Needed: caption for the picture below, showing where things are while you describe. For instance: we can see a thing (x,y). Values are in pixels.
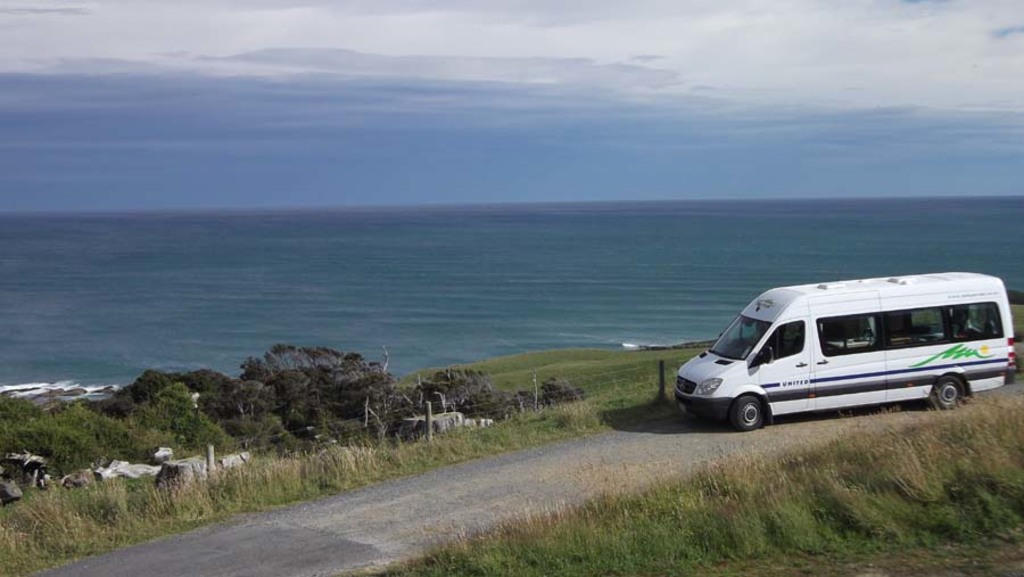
In this image we can see vehicle (779,372) on the road (522,480). In the background (534,392) there are stones (156,471), grass (118,479), fencing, trees (243,434), sea (308,329), sky (547,94) and clouds (415,108).
